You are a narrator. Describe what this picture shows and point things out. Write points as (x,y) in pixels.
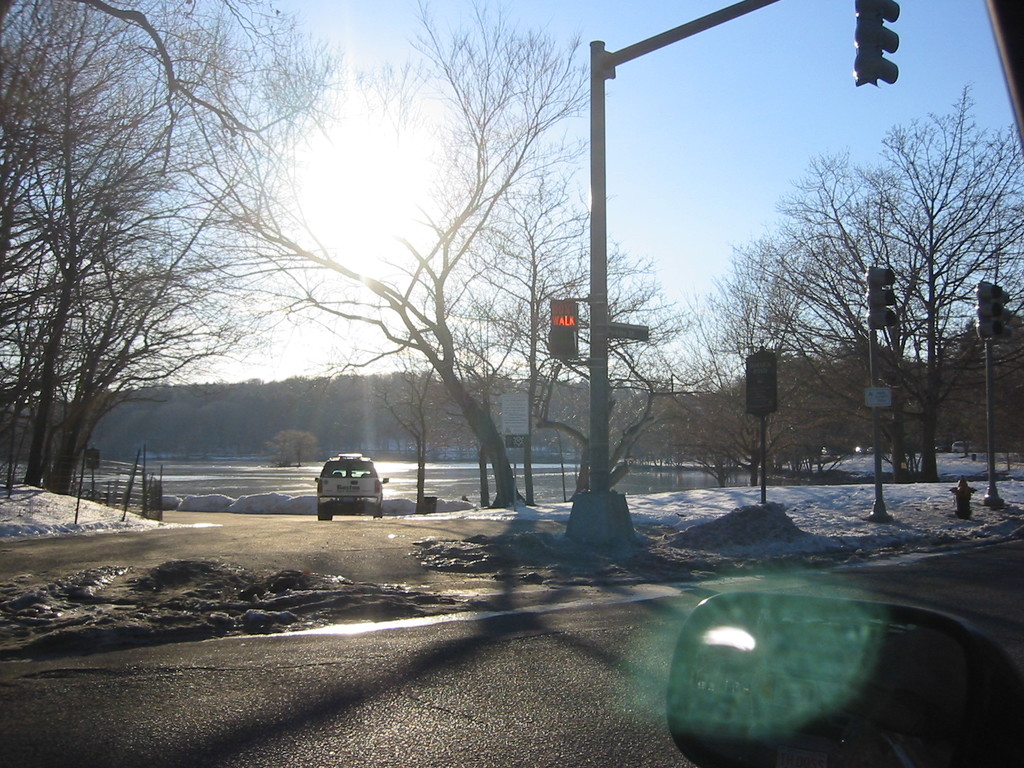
On the right bottom of the image (838,660) we can see a mirror (835,672) of a vehicle (833,651) on the road (636,629), beside the road (962,564) there is a signal (872,52) and a vehicle (350,497). In the background of the image (531,349) there are trees (448,172) and sky (424,161).
